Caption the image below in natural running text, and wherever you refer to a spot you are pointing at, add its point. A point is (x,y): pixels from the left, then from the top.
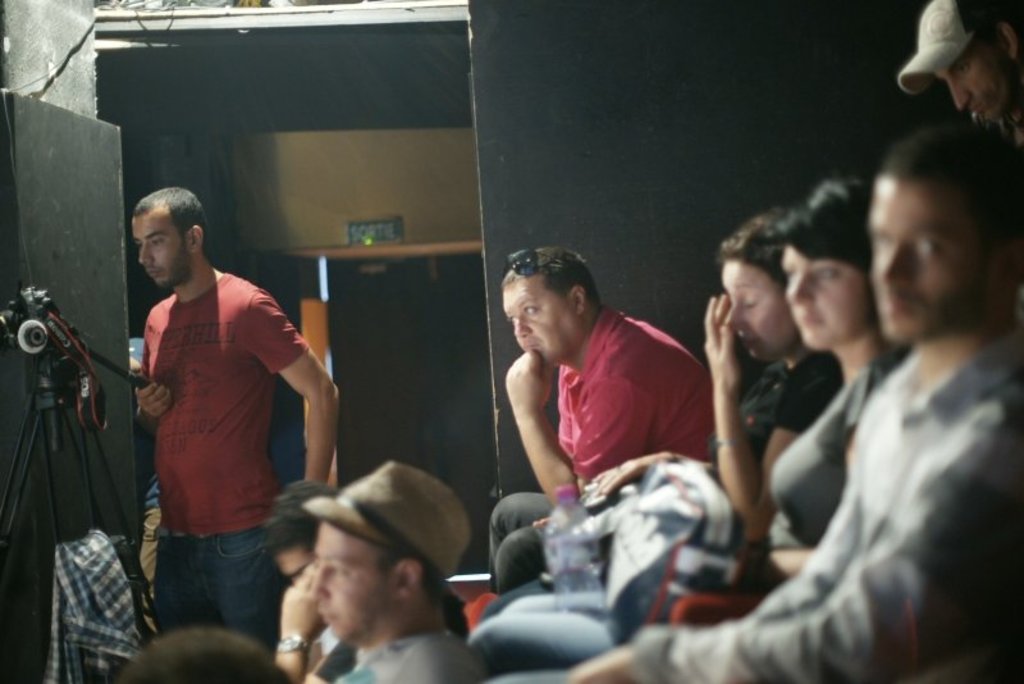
As we can see in the image there is wall (380,202) and on the left side (59,348) there is a camera (22,339). In the front (296,639) there are group of people (626,470) sitting. The man (201,524) standing on the left side (197,402) is wearing red color t shirt (174,392).
